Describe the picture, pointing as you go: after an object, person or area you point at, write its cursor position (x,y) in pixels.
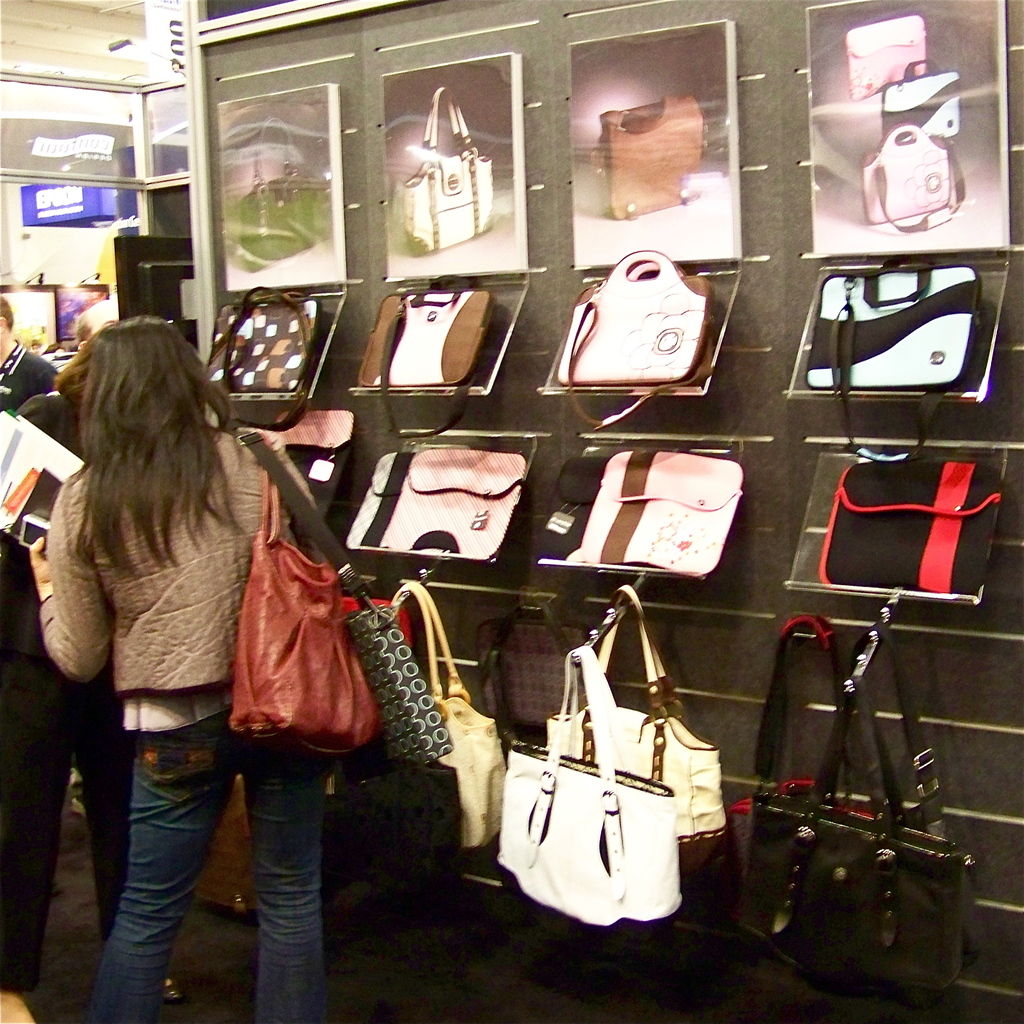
In this picture it looks like a store (697,817), there are some bags (274,358) on the right side (846,278), we can see three persons (103,603) on the left side (137,714), a person (162,610) in the front (198,721) is carrying two bags (352,723), a mobile phone (41,535) and papers (53,461).
